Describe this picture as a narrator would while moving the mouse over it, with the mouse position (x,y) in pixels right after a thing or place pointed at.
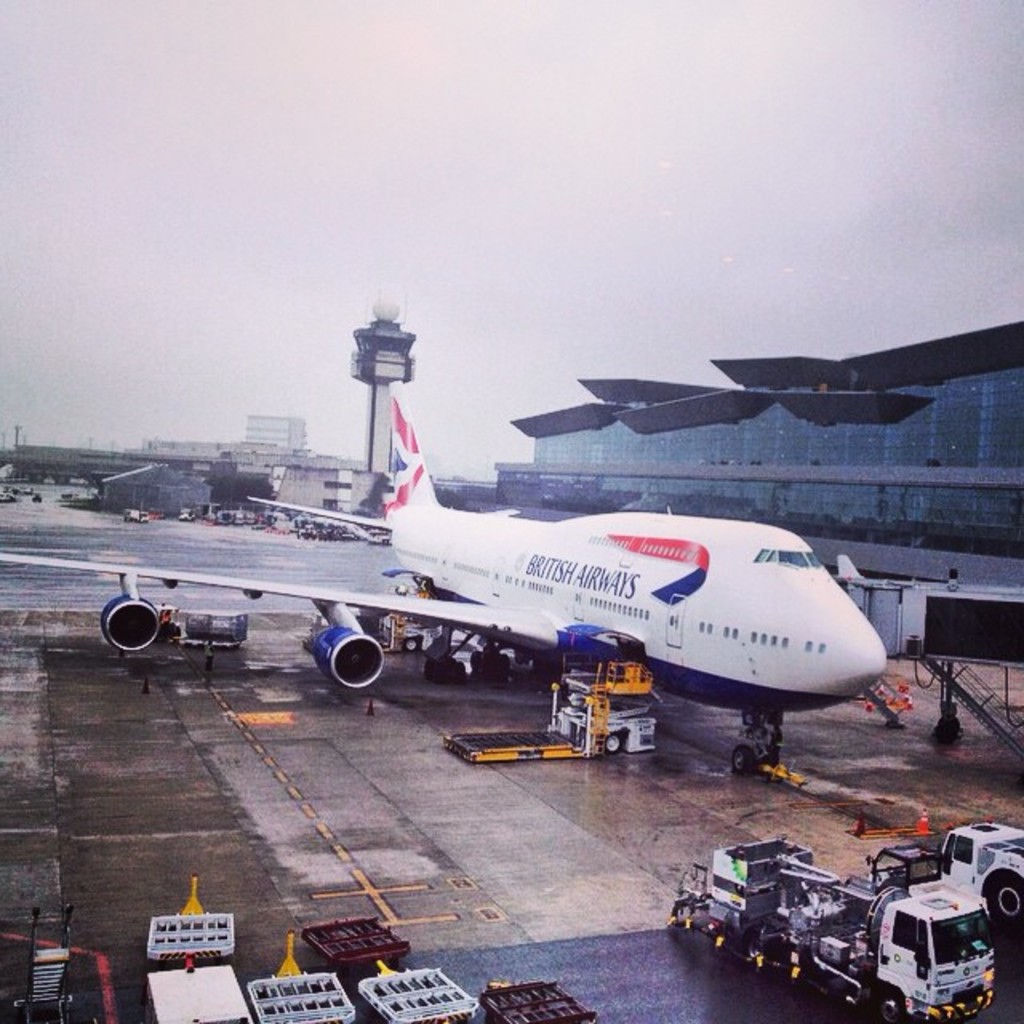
Here there is an airplane (603,586), these are vehicles (913,892), this is building (660,419) and a sky (355,216).
